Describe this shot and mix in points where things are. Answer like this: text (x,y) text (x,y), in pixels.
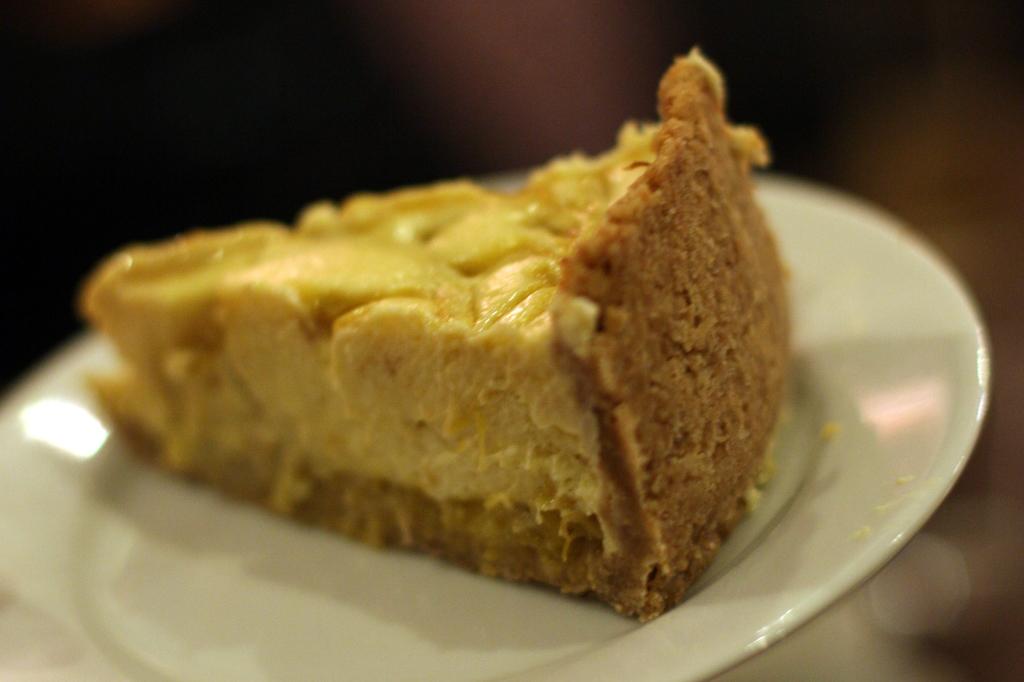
On this white plate (829,285) there is a piece of food (611,523). Background (956,568) it is blur.
